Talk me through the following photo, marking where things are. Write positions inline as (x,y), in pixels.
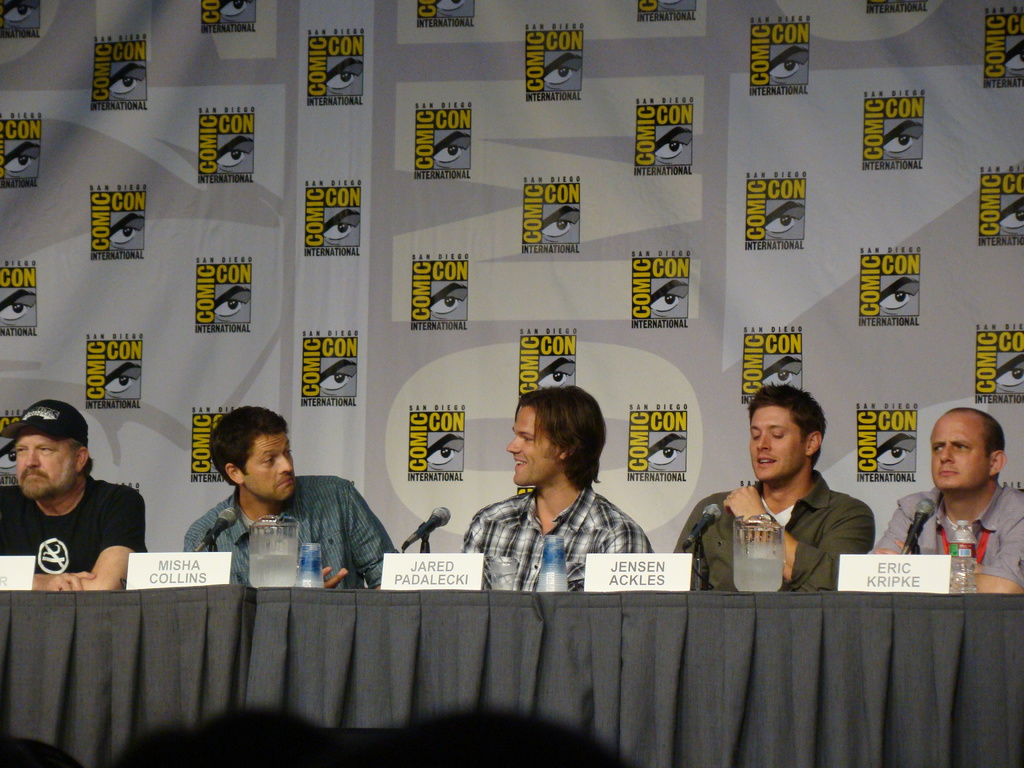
In this image there are some people (614,524) sitting and some of them are smiling, and in front of them there is a table (898,633) and the table (511,636) is covered with cloth (436,654). On the table (257,616) there are some bottles (970,561), glasses (303,569), and mics (427,550) and in the background (338,359) there is a board (671,166). On the board (511,297) there is some text (233,327).
